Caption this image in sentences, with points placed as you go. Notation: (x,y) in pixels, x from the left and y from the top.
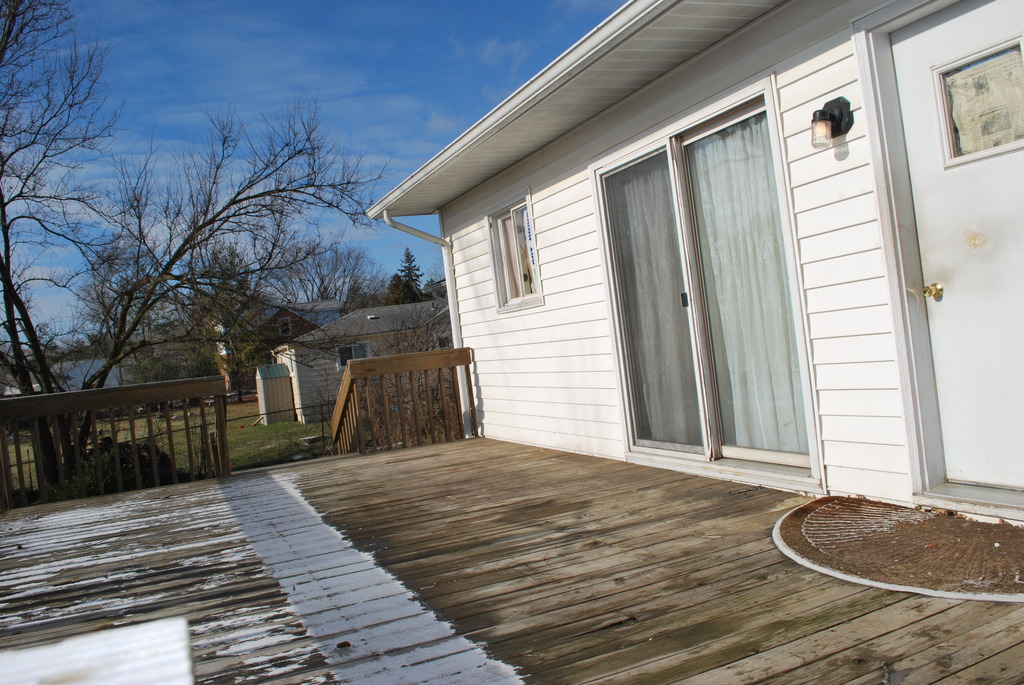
In this image there is a house (806,261). There are glass walls (686,272), windows (510,284), a door (969,193) and a lamp (834,113) to the wall (827,261) of the house (840,340). In front of the door (965,396) there is a mat (851,556). At the bottom (527,550) there is a wooden floor (369,547). Beside the floor (137,507) there is a wooden railing (187,427). In the background (339,349) there are houses (343,362), trees (194,369) and grass (243,422) on the ground (256,415). At the top (254,88) there is the sky (246,98).
